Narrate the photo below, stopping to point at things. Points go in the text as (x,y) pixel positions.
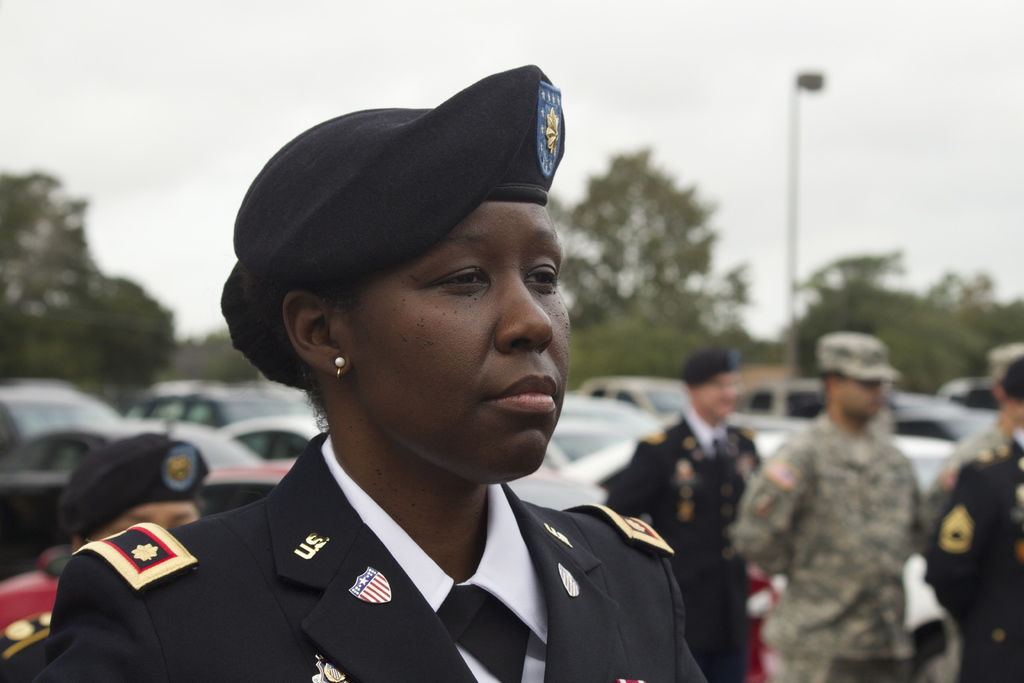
In this image I can see a person (403,606) standing and wearing black and white dress (400,554) and a cap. Back I can see few people (687,414) vehicles (643,422), trees (670,259). The sky (631,142) is in white color.
